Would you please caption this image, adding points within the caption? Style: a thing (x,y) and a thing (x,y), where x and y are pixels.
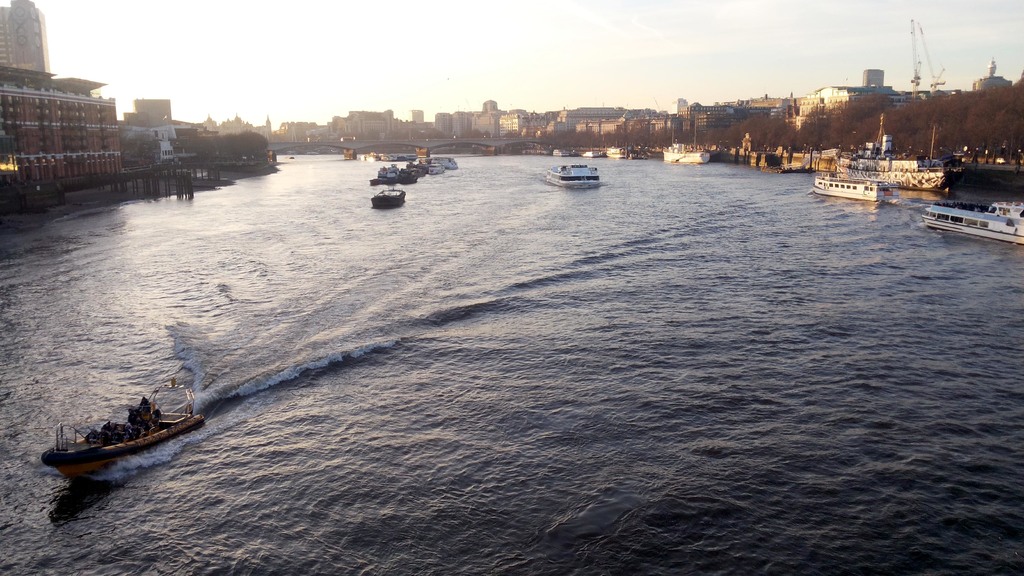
In this image I can see water (425,209) in the centre (569,229) and I can also see number of boats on the water (590,230). On the both sides of the water (608,180) I can see number of trees (654,128) and number of buildings (495,101). I can also see the sky (661,23) in the background (735,58).
